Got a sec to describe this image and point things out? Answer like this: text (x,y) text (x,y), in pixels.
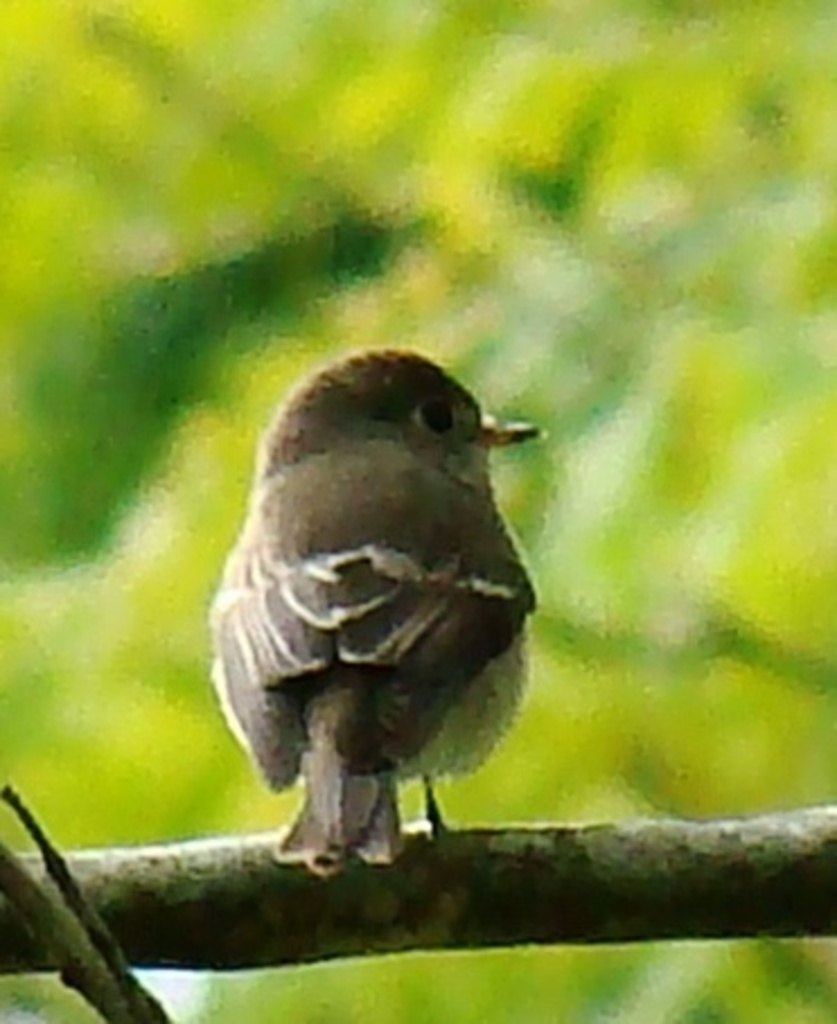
In the center of the image (327,410) there is a bird (395,839) on the bark (216,871). The background of the image (634,240) is green in color.
